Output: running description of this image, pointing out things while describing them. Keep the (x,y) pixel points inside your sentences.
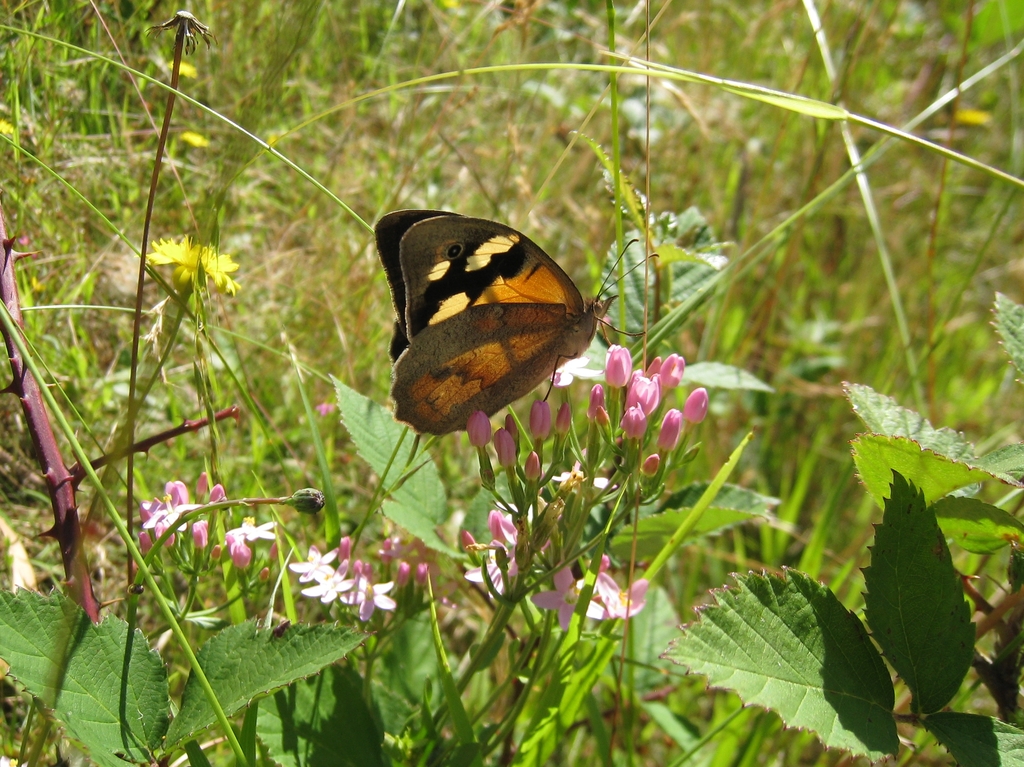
In the center of the image (467,297) we can see a butterfly (499,294). We can also see the plants (901,555) and grass (287,146) and also flowers (354,584) in this image.
